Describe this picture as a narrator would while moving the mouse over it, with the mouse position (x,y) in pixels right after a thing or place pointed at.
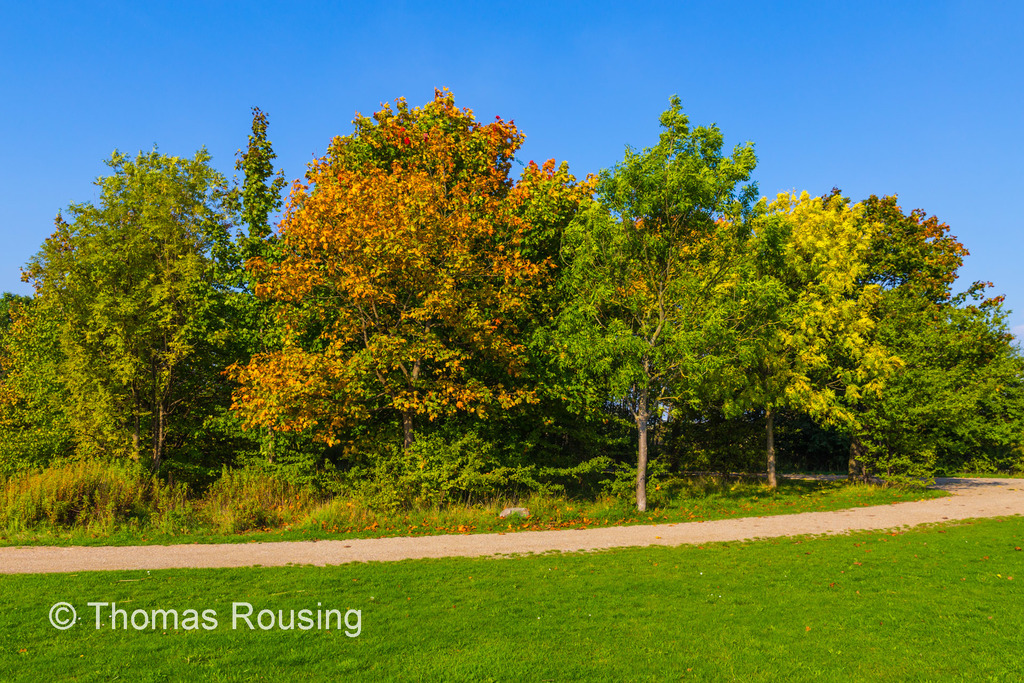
In this picture I can observe trees (537,450). In the bottom of the picture (476,616) I can observe some grass (608,650) on the ground (595,633). In the background (569,93) there is sky (455,69).
